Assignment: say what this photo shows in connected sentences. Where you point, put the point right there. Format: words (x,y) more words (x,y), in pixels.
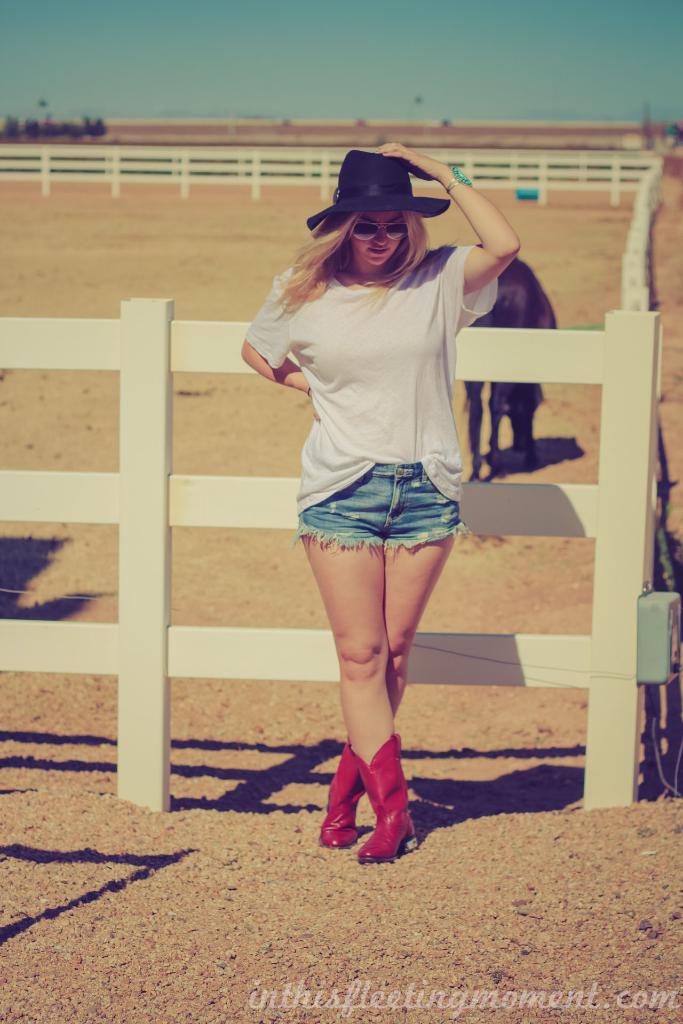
In this picture there is a girl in the center of the image (295,490) and there is an animal (502,292) and a boundary (523,343) behind her.
